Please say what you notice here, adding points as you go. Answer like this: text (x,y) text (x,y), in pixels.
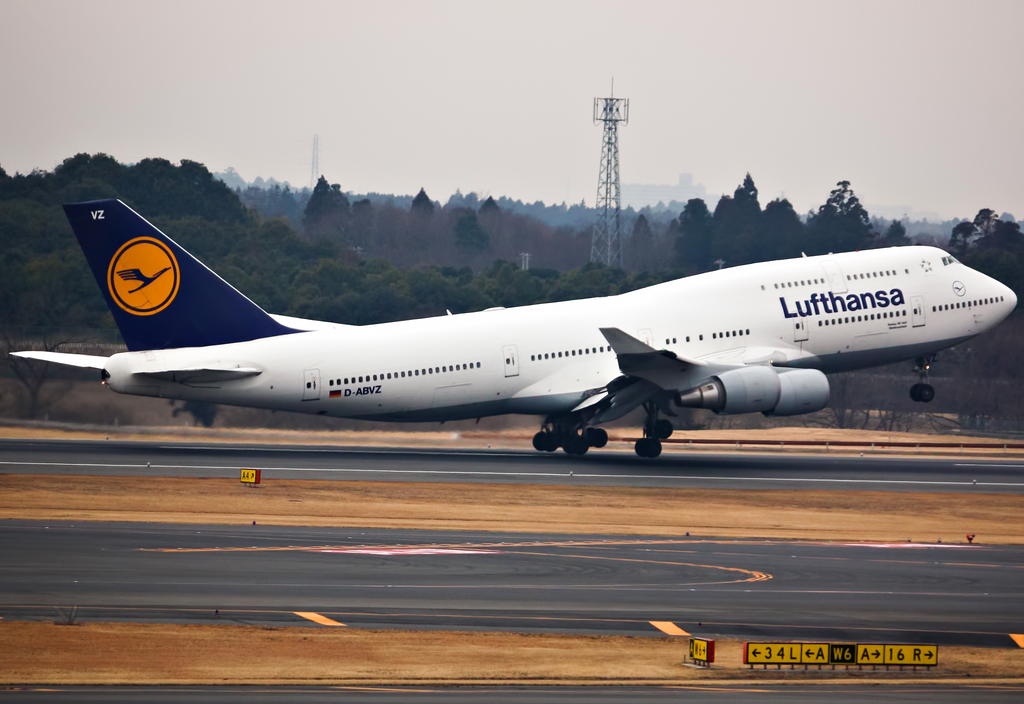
In the center of the image (539,401) we can see an aeroplane (721,321) on the runway (220,457). At the bottom of the image (608,604) we can see road (616,621). In the background (727,160) we can see tower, trees (397,253) and sky (170,146).
